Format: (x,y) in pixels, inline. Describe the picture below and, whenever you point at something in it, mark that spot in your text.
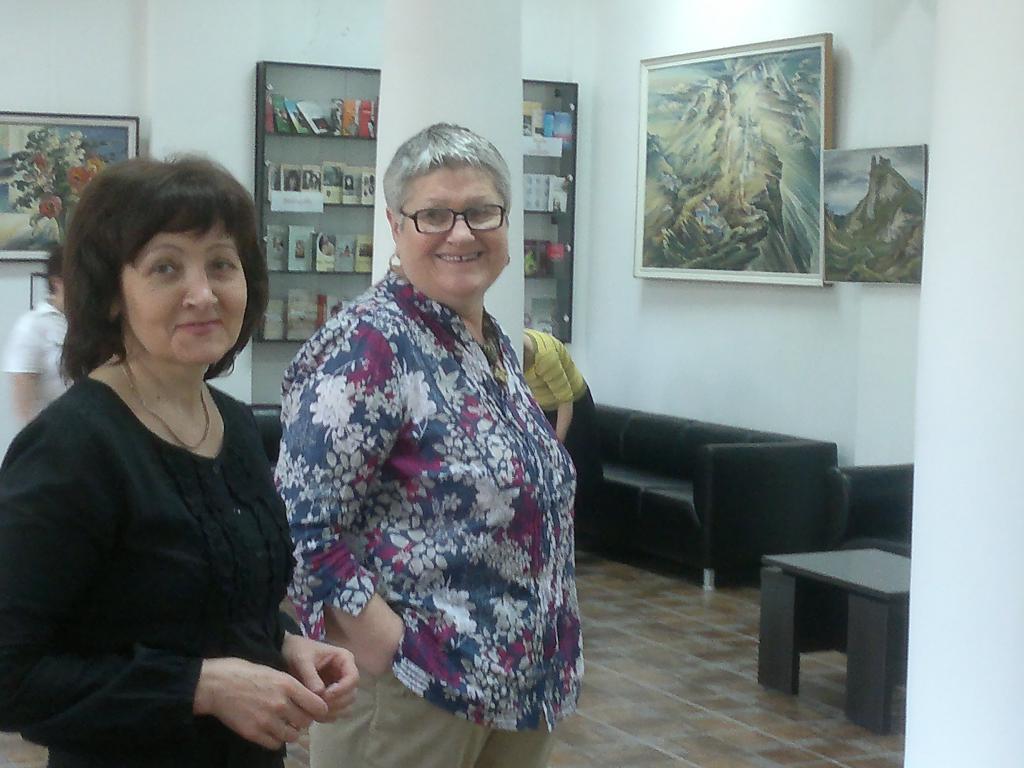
In this picture there is a woman (451,563) who is wearing spectacle (443,216), shirt (429,511) and trouser (415,707), beside her we can see another woman (202,523) who is wearing black dress (200,596). Both of them are laughing. At the back (569,358) we can see person (584,430) who is standing near to the couch (628,445) and the pillar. In the background (747,250) we can see the painting (802,264) and racks (331,136). In the bottom right corner (799,672) there is a table (874,629).
